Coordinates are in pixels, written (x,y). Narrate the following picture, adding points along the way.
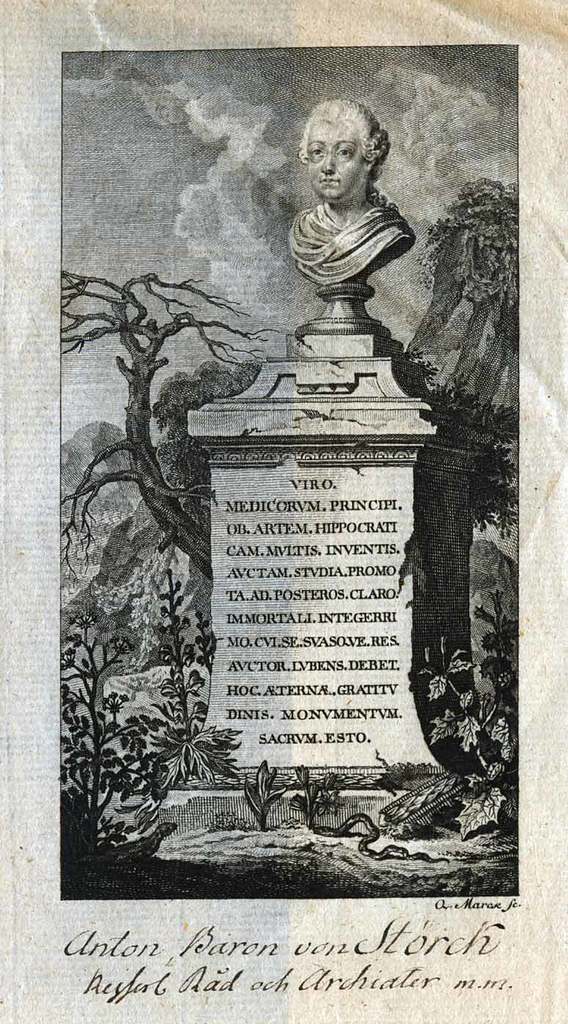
In this image we can see a poster (287,745). On poster (349,759) we can see a statue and a memorial wall (341,604). There is some text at the bottom of the poster (346,612). There are many trees (161,483) and plants (77,754) in the image. There are few hills (118,456) in the image. There is the cloudy sky (216,208) in the image.
